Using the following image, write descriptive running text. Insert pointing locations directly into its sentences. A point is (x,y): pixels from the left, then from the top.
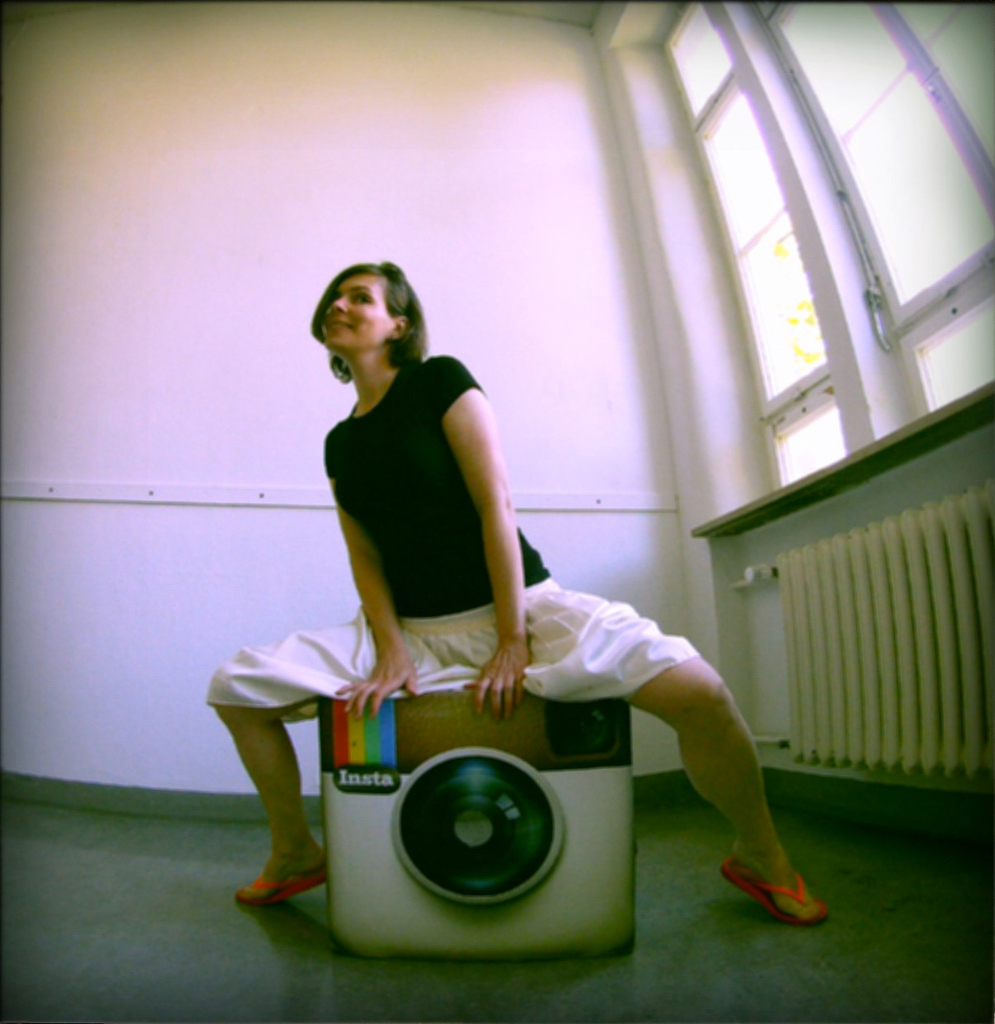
In this image there is a woman (427,691) sitting on a stool (426,774), which is in the model of Instagram icon, and in the background (587,586) there is a window (992,7) and a wall (316,79).
